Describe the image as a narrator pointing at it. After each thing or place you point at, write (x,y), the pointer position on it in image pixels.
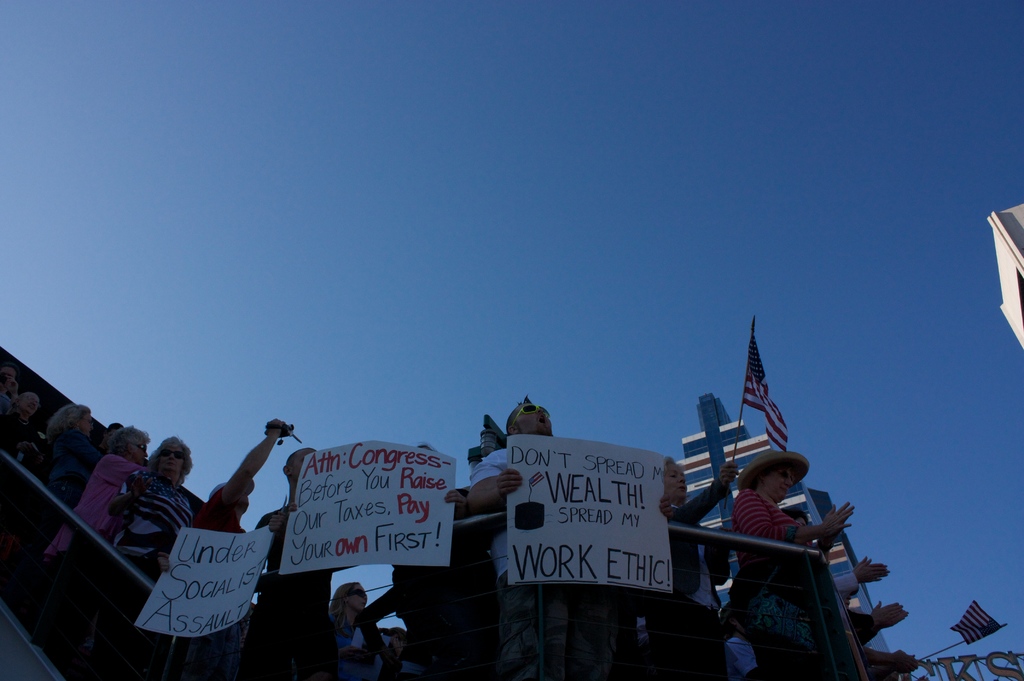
In this image there are so many people (748,508) standing and holding papers (513,580) with some text (551,524) on it and few are holding flags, one of them is holding a camera (291,433). On the bottom right side of the image (951,664) we can see a metal structure (951,664) with alphabets (971,670) and there is a building (714,464). In the background (439,217) there is the sky (407,296).
